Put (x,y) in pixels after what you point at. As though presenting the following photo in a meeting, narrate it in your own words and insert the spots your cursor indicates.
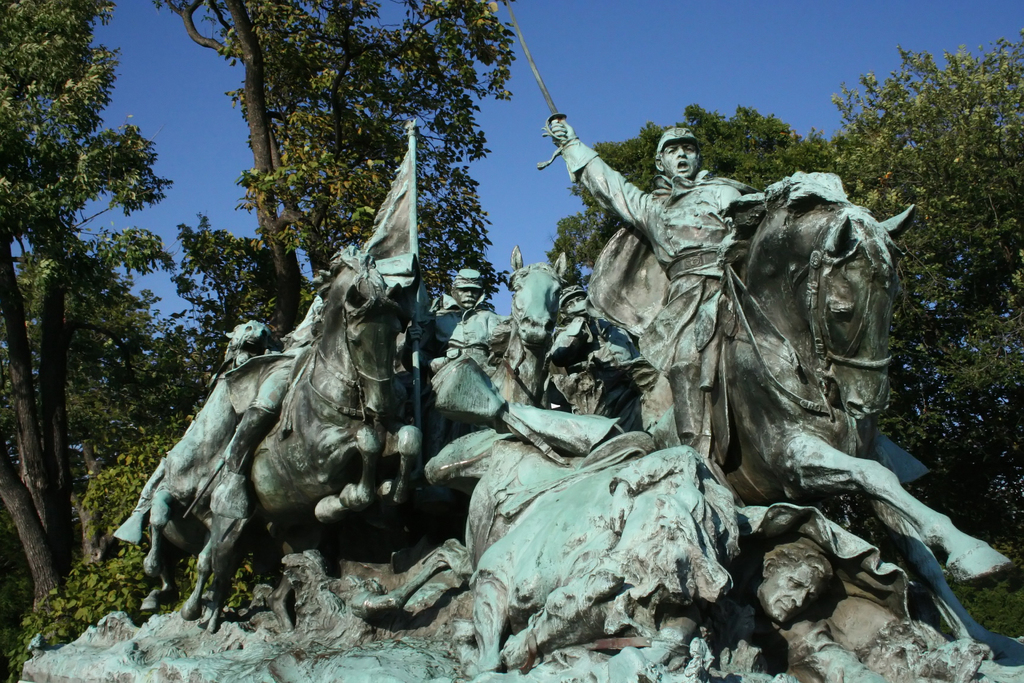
In the center of the image (603,449) there is a statue (636,449). In the background (681,50) there is a trees (470,98) and sky (496,110).
